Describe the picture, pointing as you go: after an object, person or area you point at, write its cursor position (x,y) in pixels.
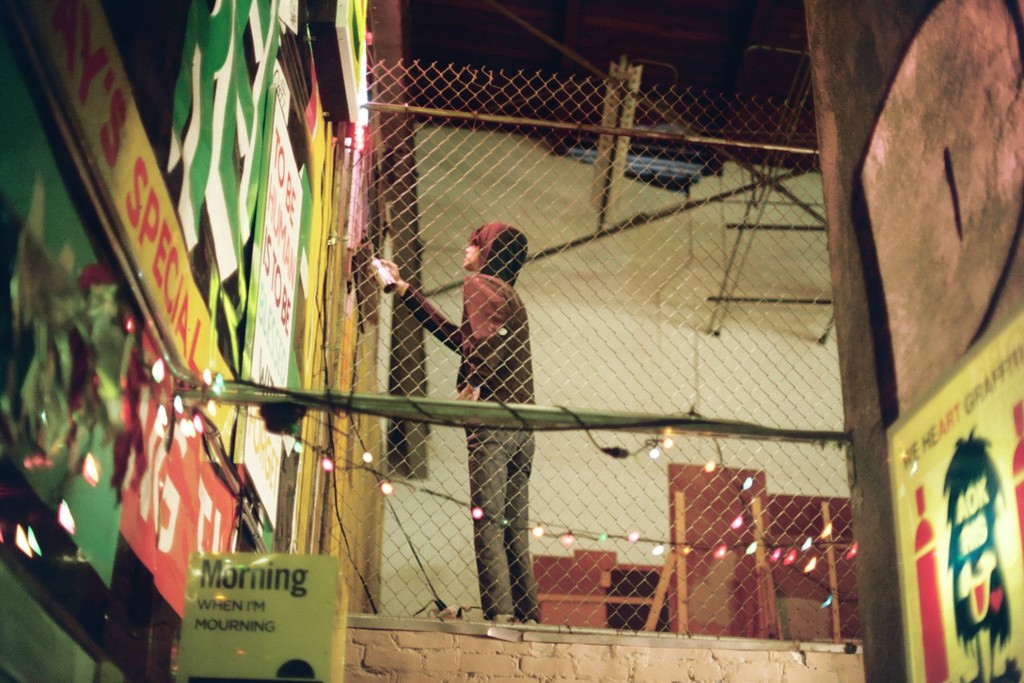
In this image we can see a fencing (533,400) and lights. Behind the fencing (488,362) we can see a person (476,331) holding an object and a wall (557,365). On the left side (214,245), we can see posters (213,375) with text (154,438). On the right side (919,316), we can see a wall (904,387) and a poster (948,505) on which we can see some text (978,494). At the bottom (532,663) we can see a wall (509,654) and a paper (263,636) with text (258,610). At the top (487,23) we can see the roof (586,73).
